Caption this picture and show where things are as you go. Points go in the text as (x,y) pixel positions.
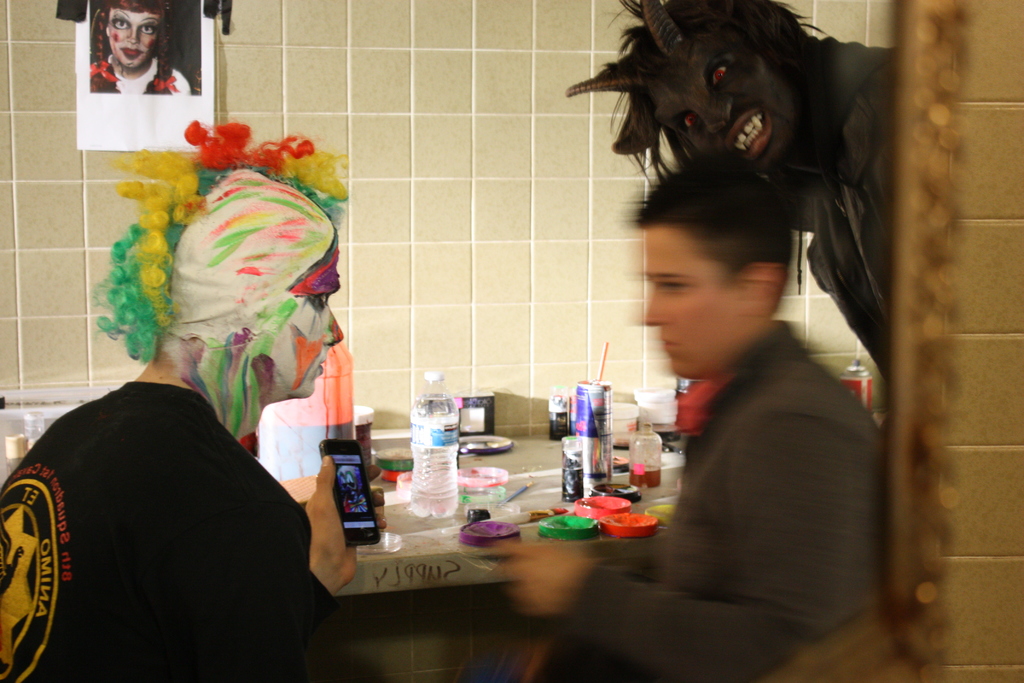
In the foreground of this image (639,618), there is a man (749,478) on the right (762,531) and a man (207,523) on the left (194,432) who is having paintings (305,332) on his face (303,317) and a wig (214,161) on his head (297,281). Behind them, there is a man (803,108) on the right (883,174) with devil make up (788,72). In the background (657,443), there are bottles (450,441), bowl (632,531), cups (658,402), tins (604,436) and few more objects (492,414) and a poster (125,25) on the wall (448,108).
